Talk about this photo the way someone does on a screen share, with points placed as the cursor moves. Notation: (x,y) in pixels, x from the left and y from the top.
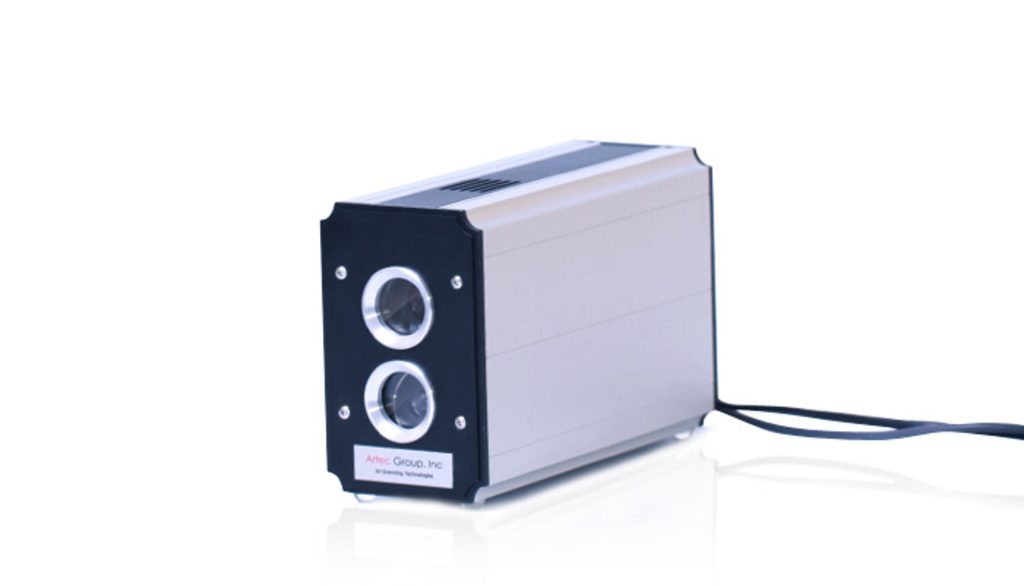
In this picture we can see a device (578,468) with black cables (914,434) on a white surface (956,450) and we can see a label (403,468) on it.
